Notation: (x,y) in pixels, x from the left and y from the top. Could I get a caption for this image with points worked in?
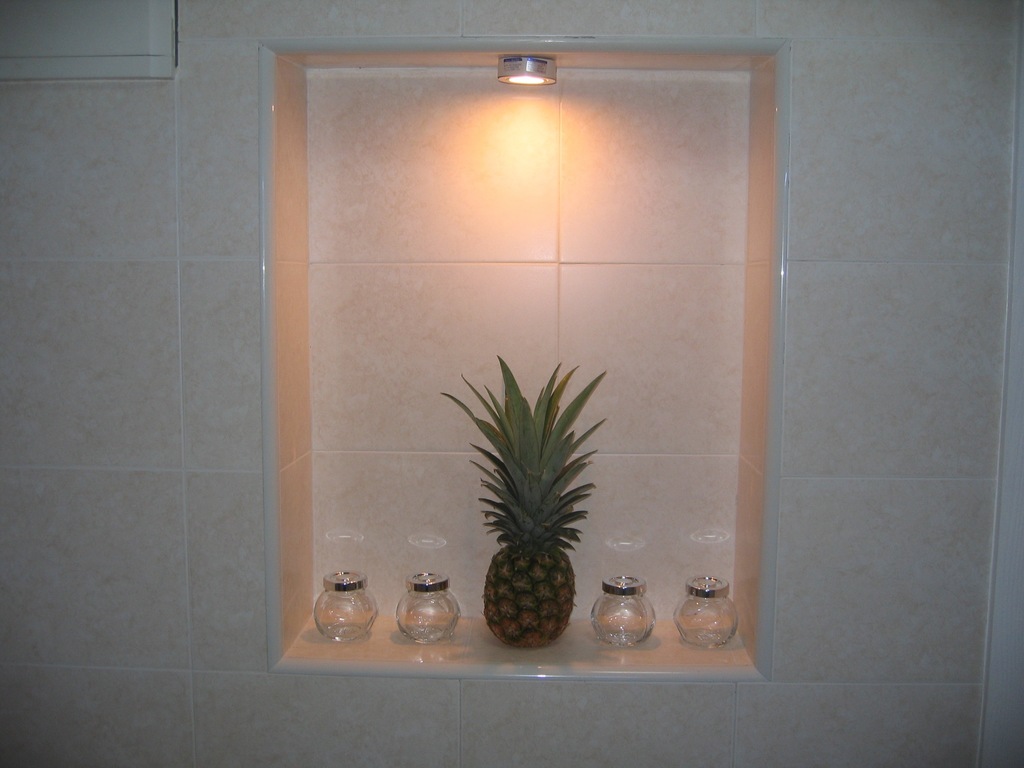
There is a pineapple (527,581) and 4 glass jars (458,603) in a shelf (507,95). There is a light (508,69) at the top (550,81).
